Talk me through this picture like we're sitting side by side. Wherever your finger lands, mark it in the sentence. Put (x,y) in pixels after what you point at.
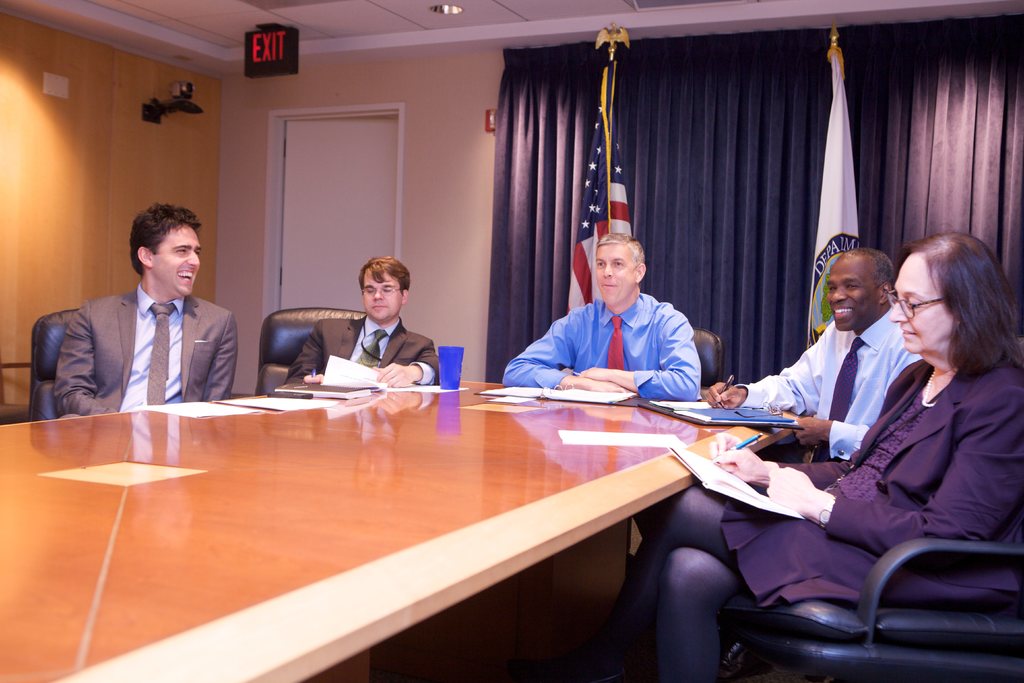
In this images there is a table (243,438) which is in yellow color and there are some people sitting on the chairs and on the table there is glass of blue color and in the background (410,231) there is a wall (288,101) which in white color.
